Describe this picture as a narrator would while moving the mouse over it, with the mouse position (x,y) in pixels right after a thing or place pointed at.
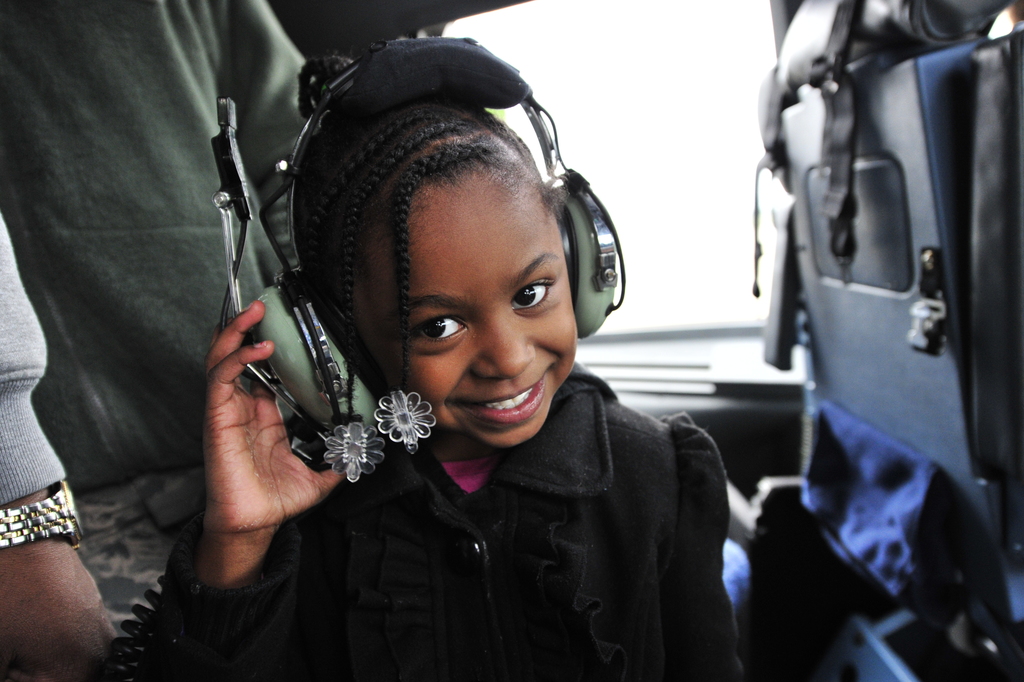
In this image I can see two persons (562,438), chair (837,396) and a head phone (599,233) may be in a vehicle (700,408) and a window (686,173). This image is taken may be in a vehicle (769,420) during a day.
